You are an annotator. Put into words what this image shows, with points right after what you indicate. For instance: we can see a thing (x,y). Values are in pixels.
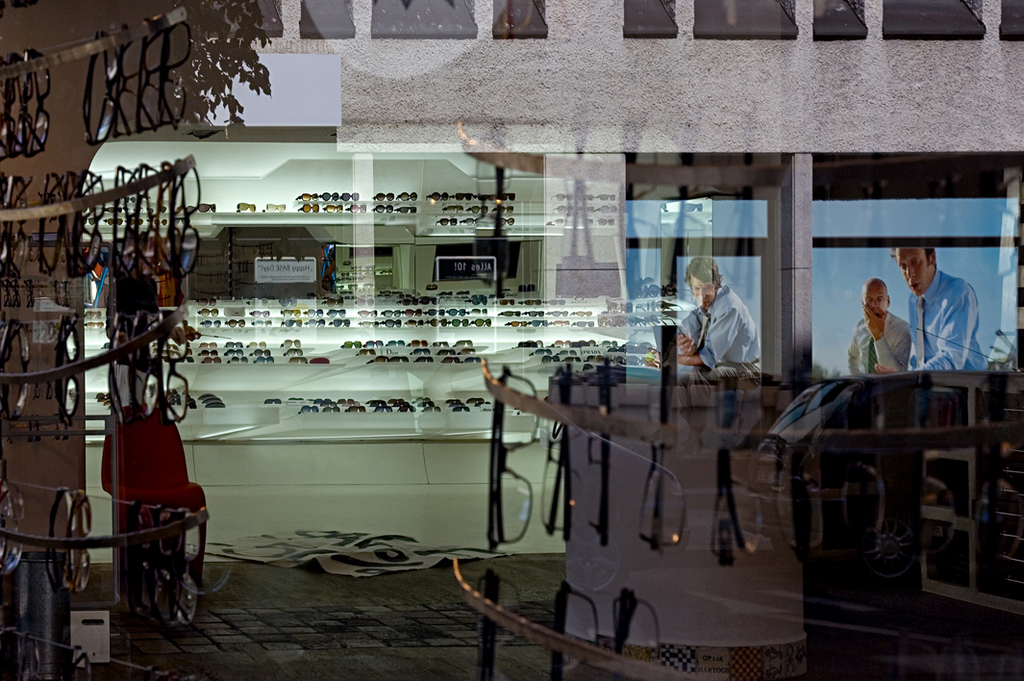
In this picture we can see goggles (135,332), racks (317,364), and posters (976,266). This is floor (349,590). In the background (349,527) we can see a wall (710,70) and boards (484,268).
